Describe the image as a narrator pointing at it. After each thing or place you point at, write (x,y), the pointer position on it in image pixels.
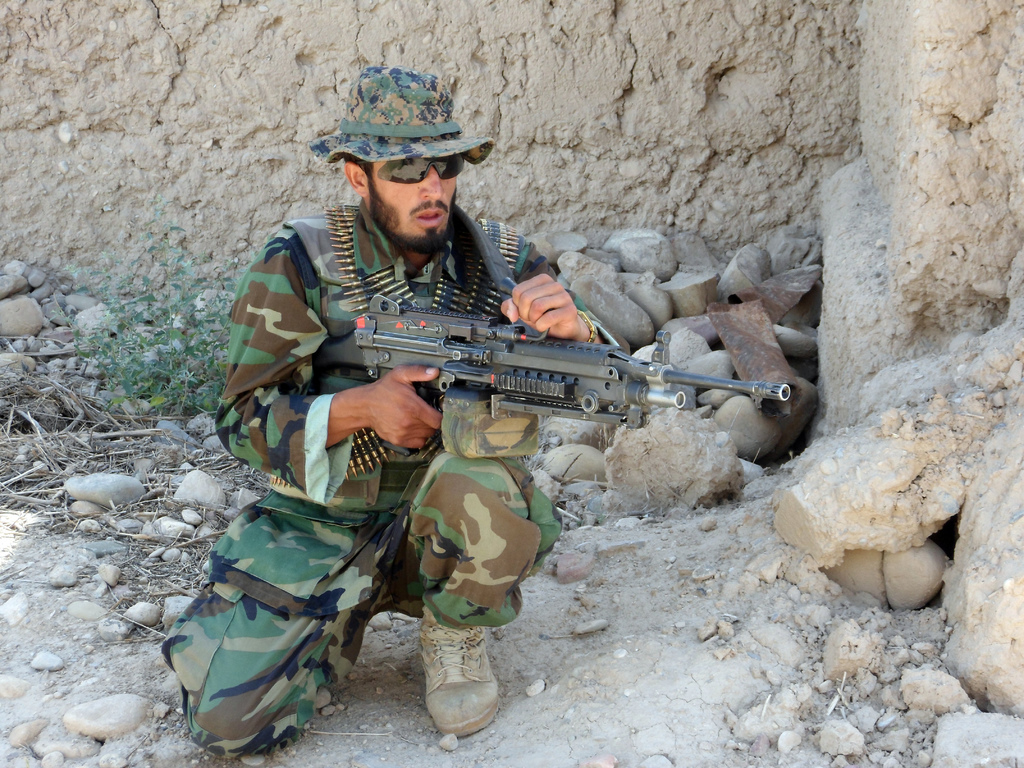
In this image we can see a person (546,512) holding a gun (600,374), there are some stones (706,355), wood (139,430) and a plant (210,386), in the background (661,145) we can see the wall (661,145).
